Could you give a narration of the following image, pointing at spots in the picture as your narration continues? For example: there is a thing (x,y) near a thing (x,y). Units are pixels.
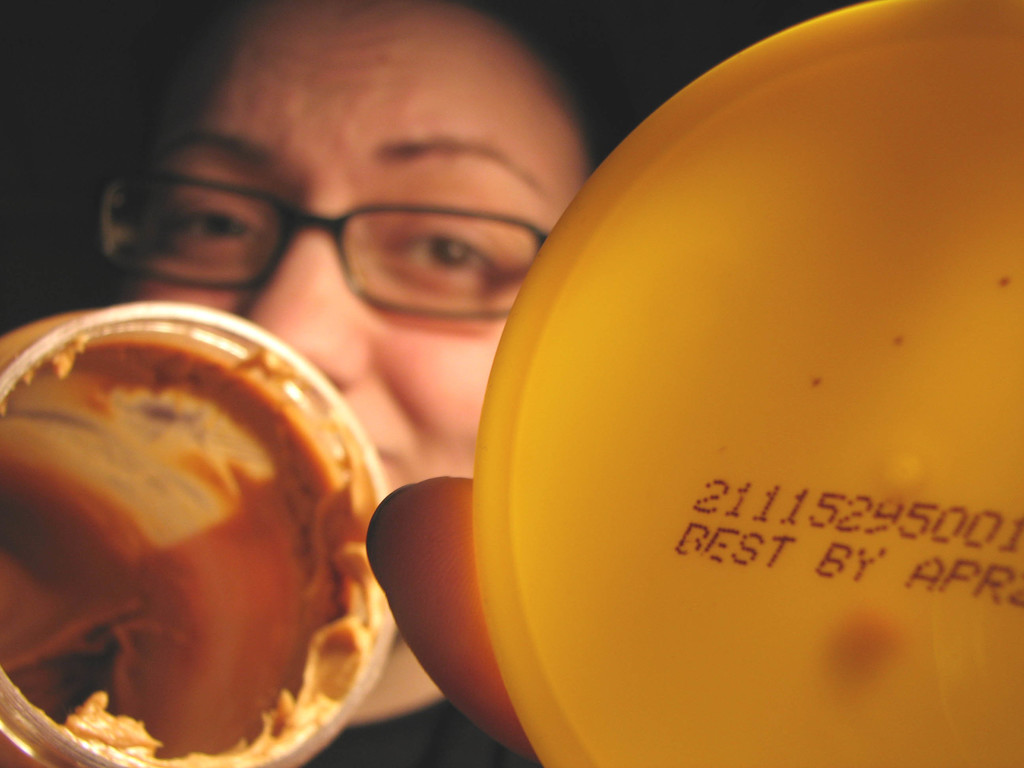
In this image there is a person (406,515) holding jar (383,477) and cap (694,299) in his hands (383,540), in the background (600,28) it is dark.
